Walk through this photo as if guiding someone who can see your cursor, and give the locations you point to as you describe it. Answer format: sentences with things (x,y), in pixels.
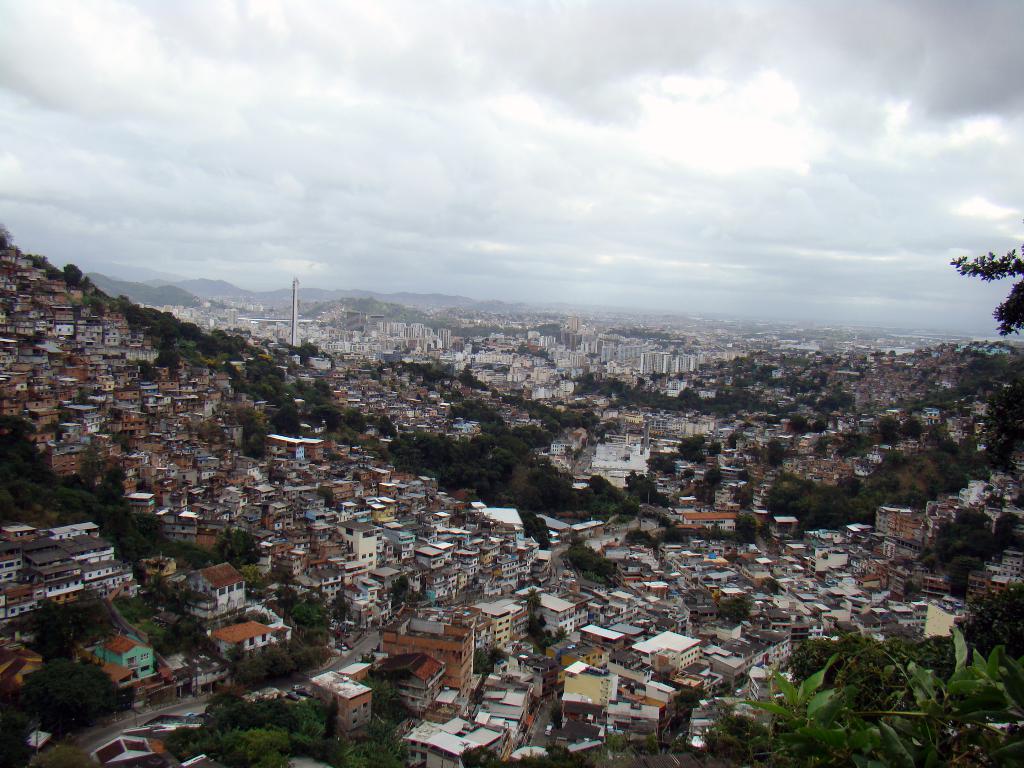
This picture is clicked outside the city. In this picture, there are trees (297,426) and buildings (621,619). In the background (459,363), we see the hills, trees (595,374) and buildings (574,374). At the top (338,174), we see the sky (452,104) and the clouds (399,200).
